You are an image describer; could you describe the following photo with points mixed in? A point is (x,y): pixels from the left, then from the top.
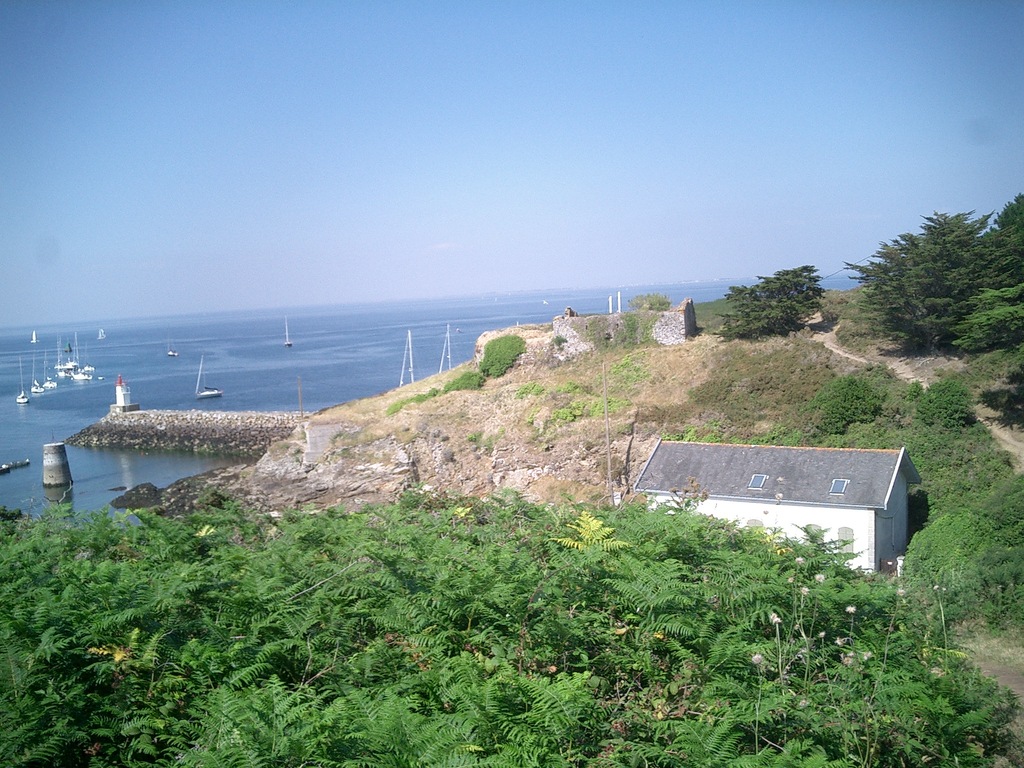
In the middle of the image (509,353) we can see some trees (764,321), houses (656,456) and poles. Behind them we can see water (489,304), above the water (23,492) we can see some ships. At the top of the image (36,135) we can see the sky (44,23).
